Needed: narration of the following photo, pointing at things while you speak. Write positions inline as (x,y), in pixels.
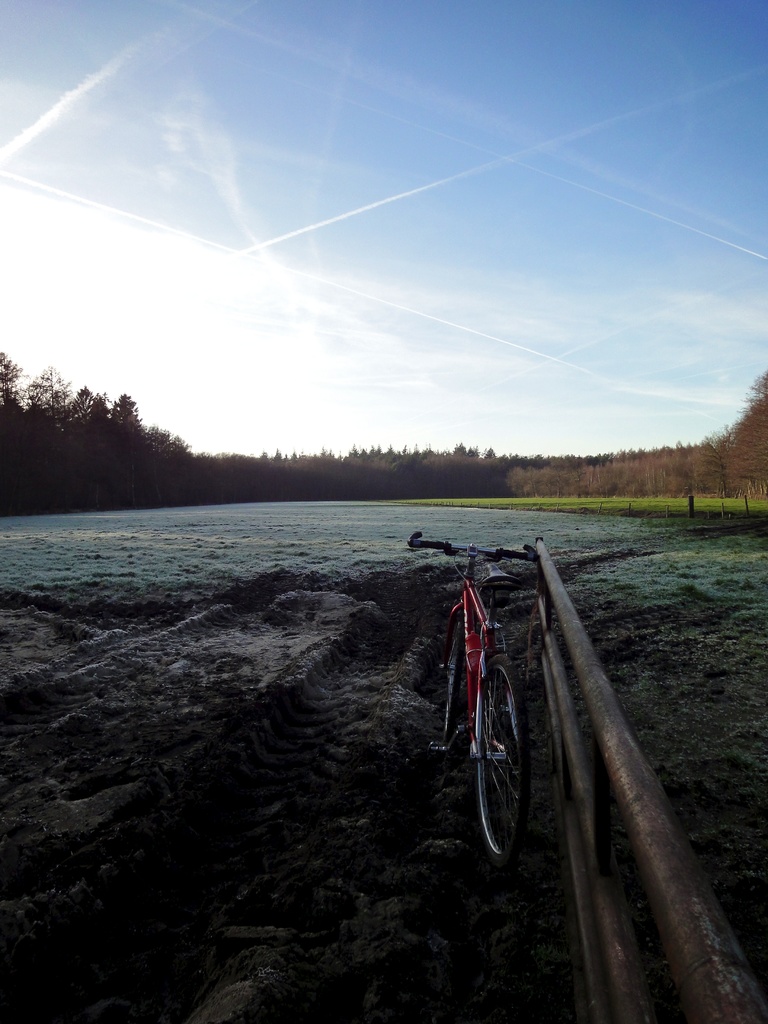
In this picture I can see a bicycle (524,806) on the mud (397,719), there are trees (182,452), and in the background (412,249) there is the sky (526,190).
